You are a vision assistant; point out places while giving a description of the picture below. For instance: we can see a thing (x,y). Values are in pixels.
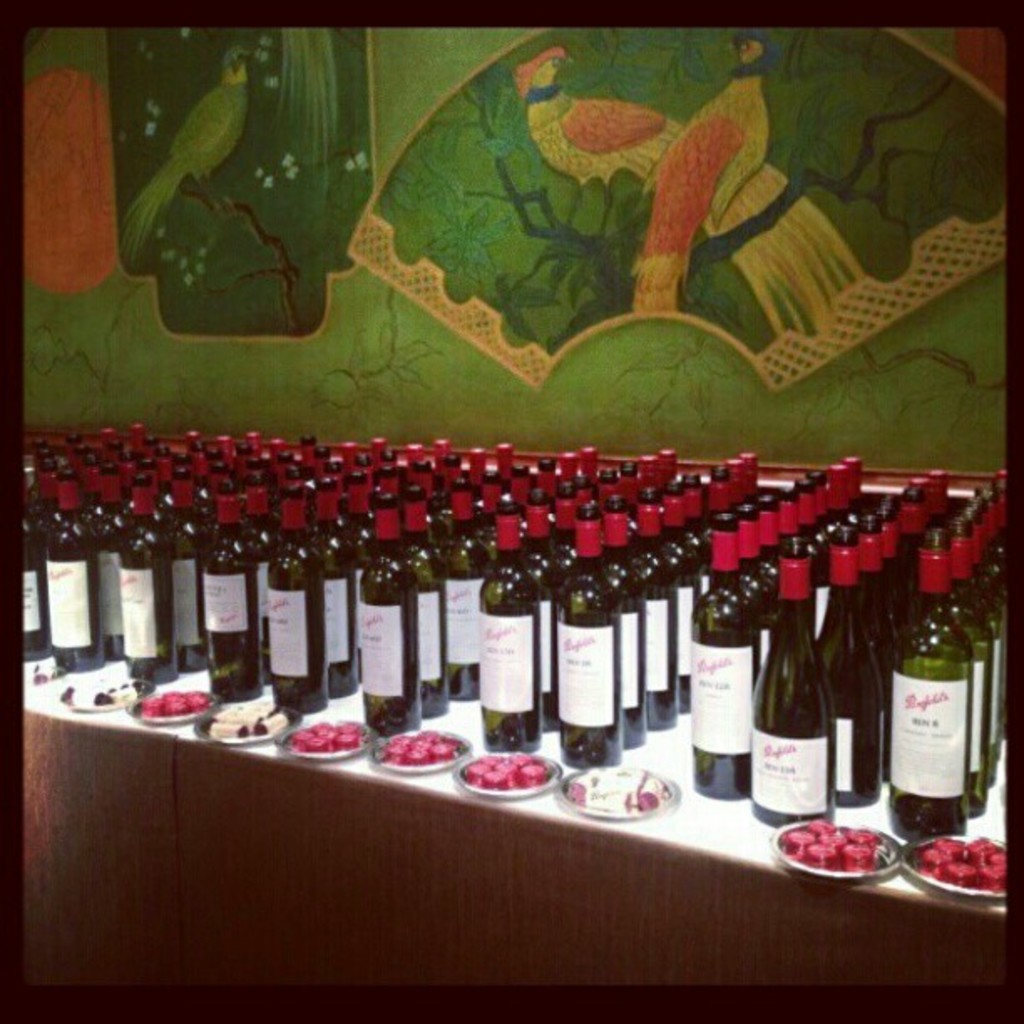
In this image I can see many wine bottles (507,554) on the table (720,821). There is a plate (877,854) on the table (724,833). The bottles caps (735,554) is in red color. At the back side (452,327) there is green wall (589,210).
